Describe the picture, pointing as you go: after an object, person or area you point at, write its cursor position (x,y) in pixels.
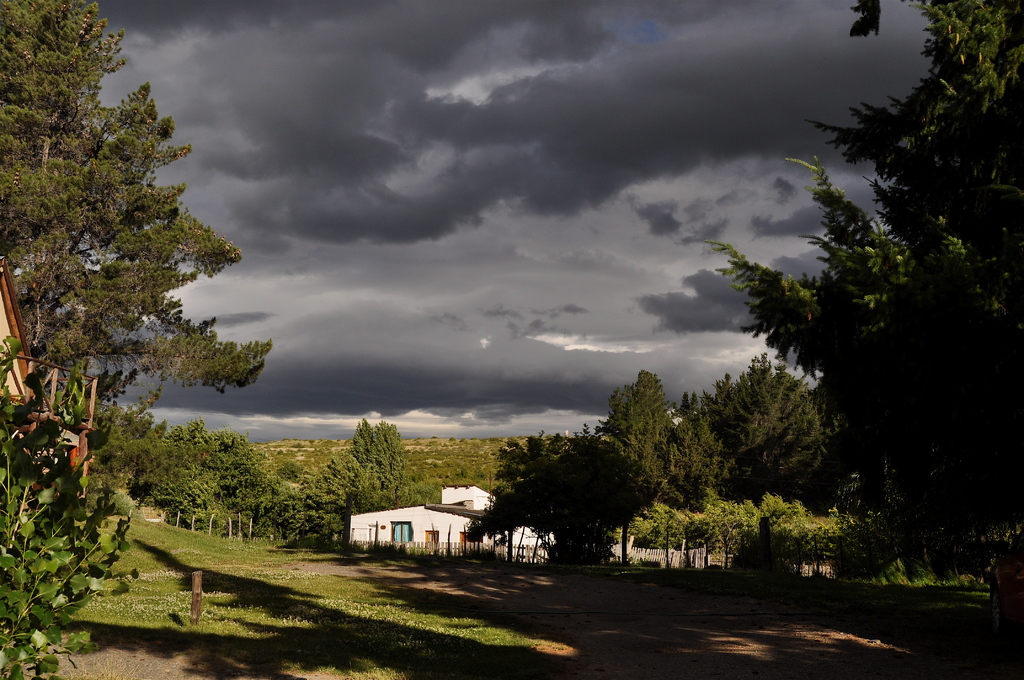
In this image, I can see a house (386,513) and the trees (368,504). In the background (345,432), there is the cloudy sky (536,129). At the bottom of the image (415,642), I can see the grass (335,609).
